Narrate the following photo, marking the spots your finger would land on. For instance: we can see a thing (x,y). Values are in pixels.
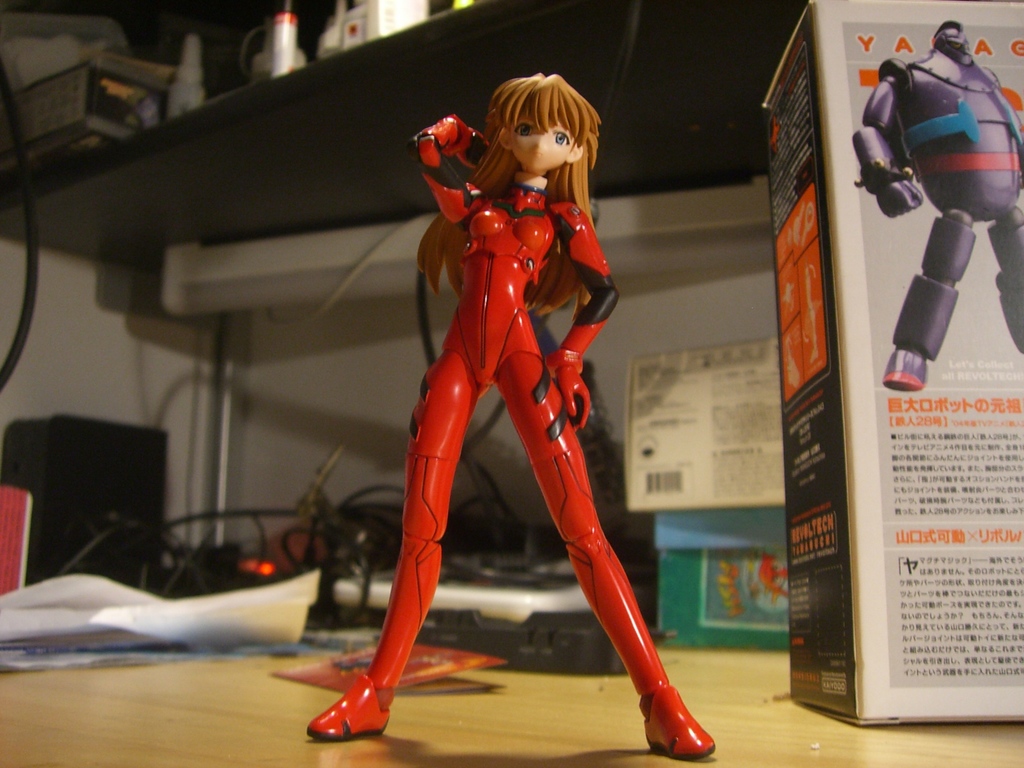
Here we can see an anime girl toy (480,359) on a table (404,709) and also there are boxes (744,453) on the right side (788,437) and on the left (131,565) there are cables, papers (70,601) and other objects (80,508) on this table (846,727). At the top (113,85) there are objects (65,53) on a rack (179,218).
